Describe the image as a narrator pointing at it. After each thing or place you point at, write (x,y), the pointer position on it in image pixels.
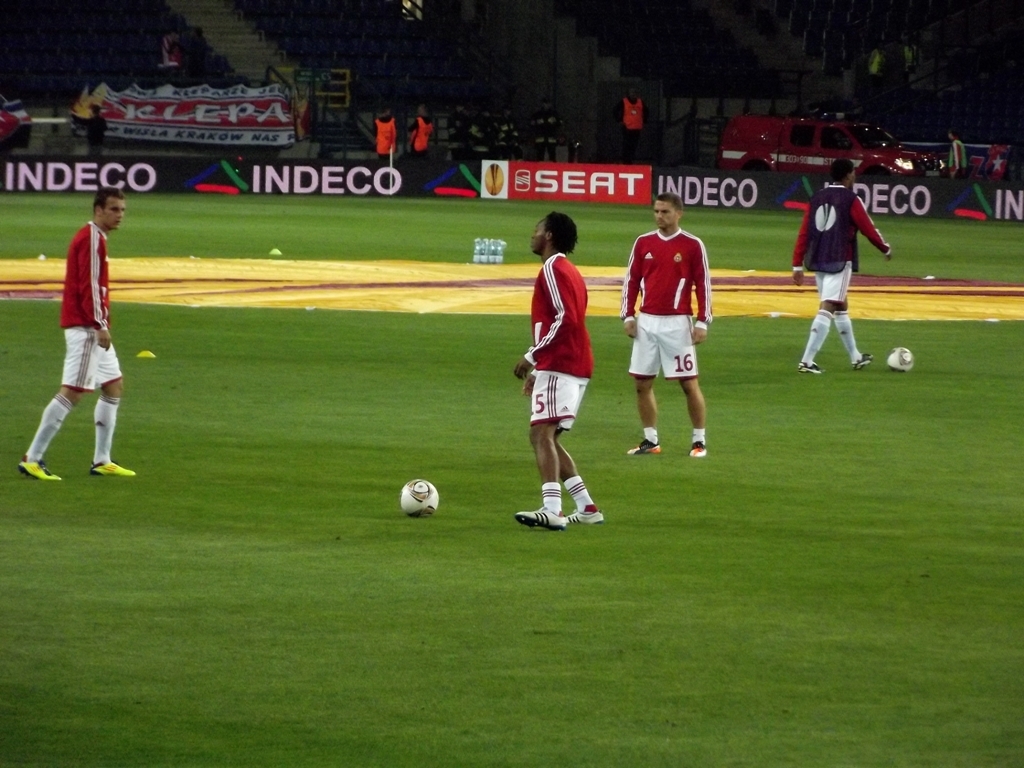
This image is taken in a football ground (540,605) where there are four men (632,369) walking on the grass (633,531) and there are two balls (909,350) on the grass (383,523). In the background (257,188), there is a banner border (456,166), a vehicle (845,137), few persons (386,144) walking and chairs (373,29) to sit.
